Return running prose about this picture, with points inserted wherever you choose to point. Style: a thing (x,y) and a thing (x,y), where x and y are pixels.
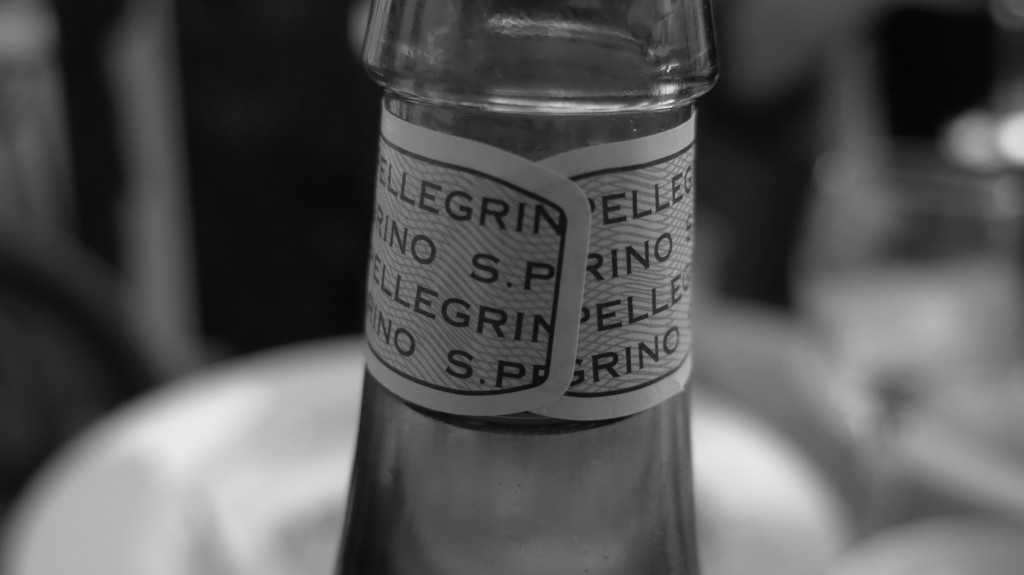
This is a black and white image. There is a glass bottle (530,506) and it has a label (467,332). The background (3,362) is blurred.
